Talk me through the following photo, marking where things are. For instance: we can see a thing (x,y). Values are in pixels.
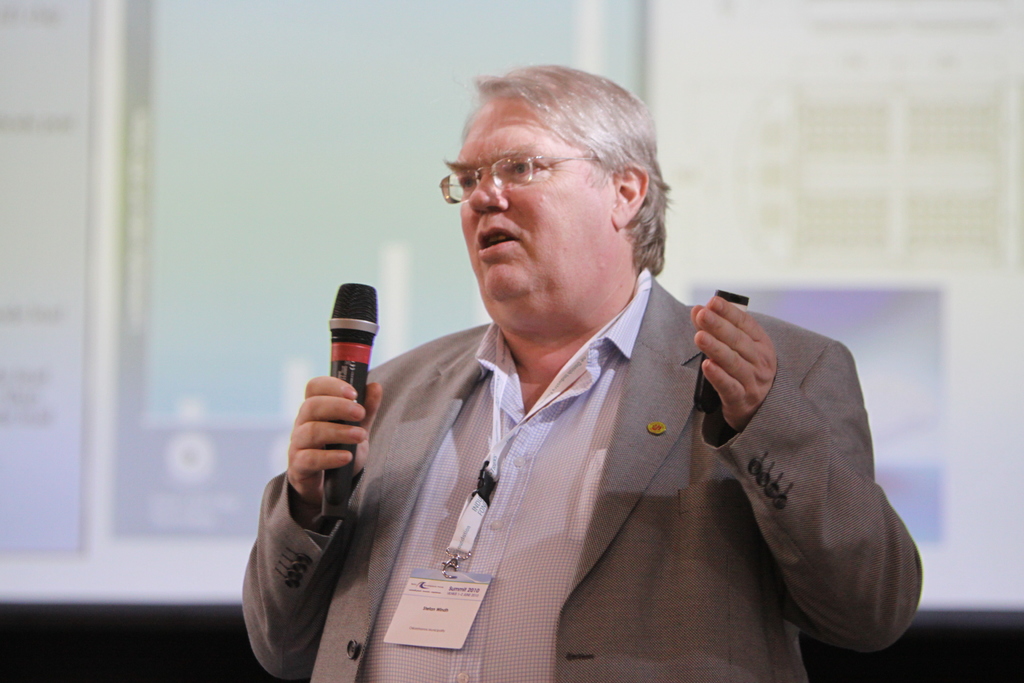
In this image i can see a man (574,442) is standing and holding a microphone (357,377) in his hand (353,436).
